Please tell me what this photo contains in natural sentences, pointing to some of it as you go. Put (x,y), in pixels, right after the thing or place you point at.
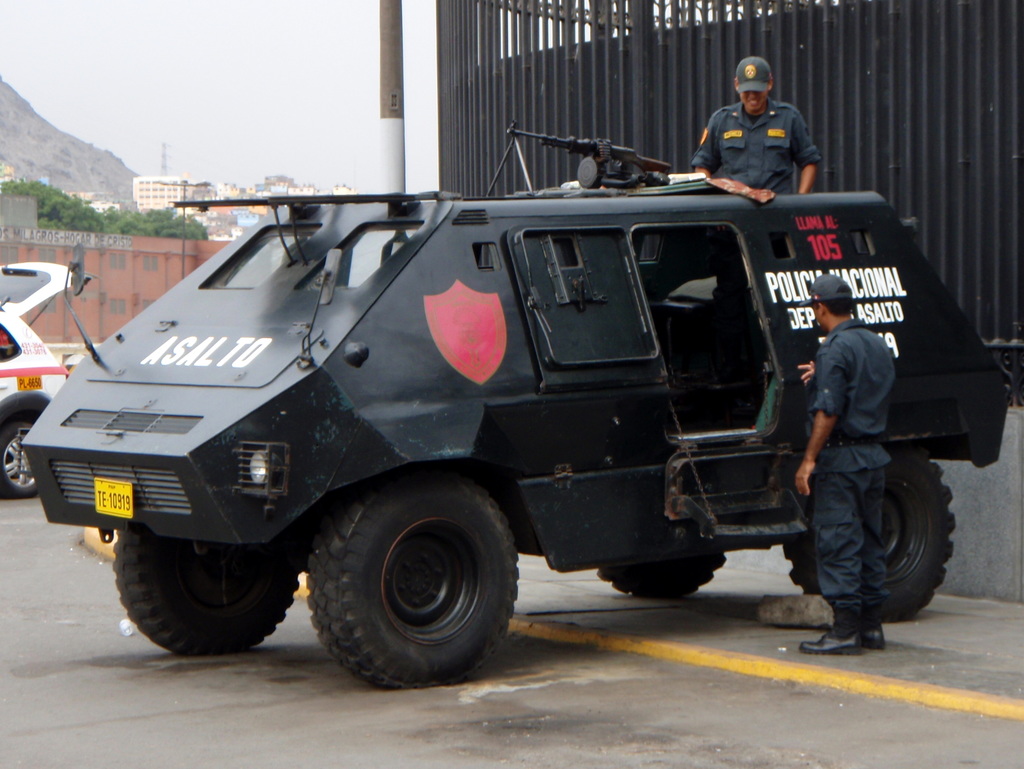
In this image we can see two vehicles (193,417) on the ground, there are some persons (821,303), trees (163,221), buildings (159,203), mountains (56,151), grille (753,49), poles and the wall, also we can see the sky (223,133).
